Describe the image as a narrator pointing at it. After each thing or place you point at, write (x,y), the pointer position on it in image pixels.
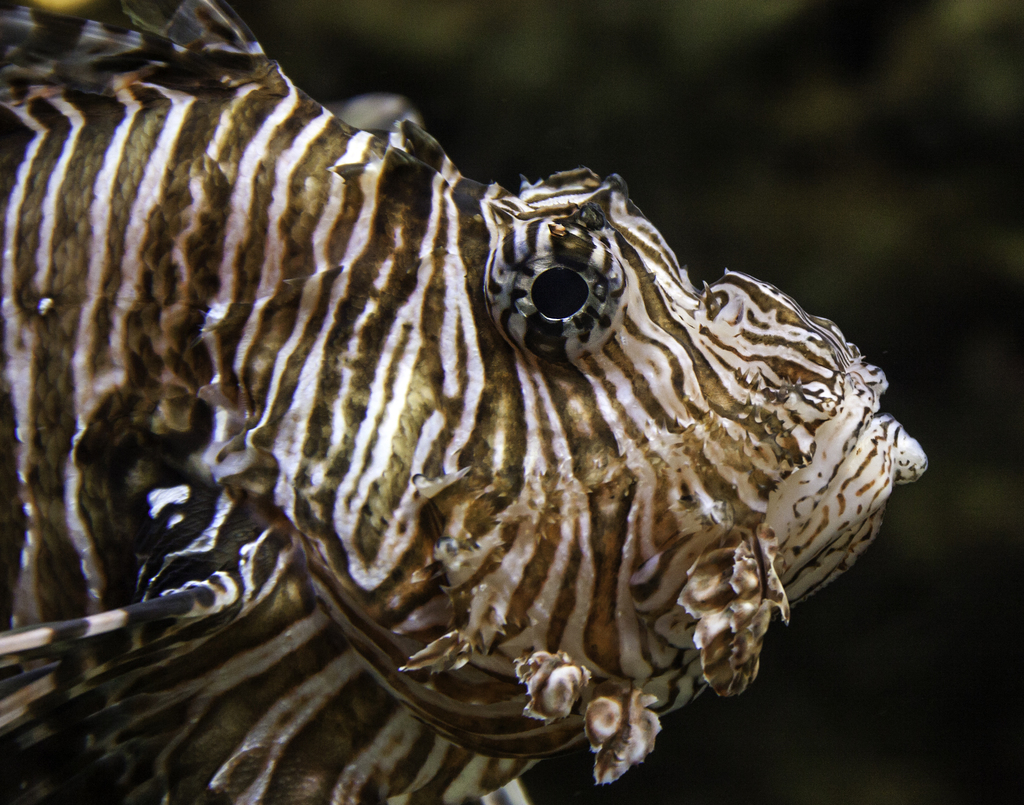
In this image we can see an animal (625,272).
